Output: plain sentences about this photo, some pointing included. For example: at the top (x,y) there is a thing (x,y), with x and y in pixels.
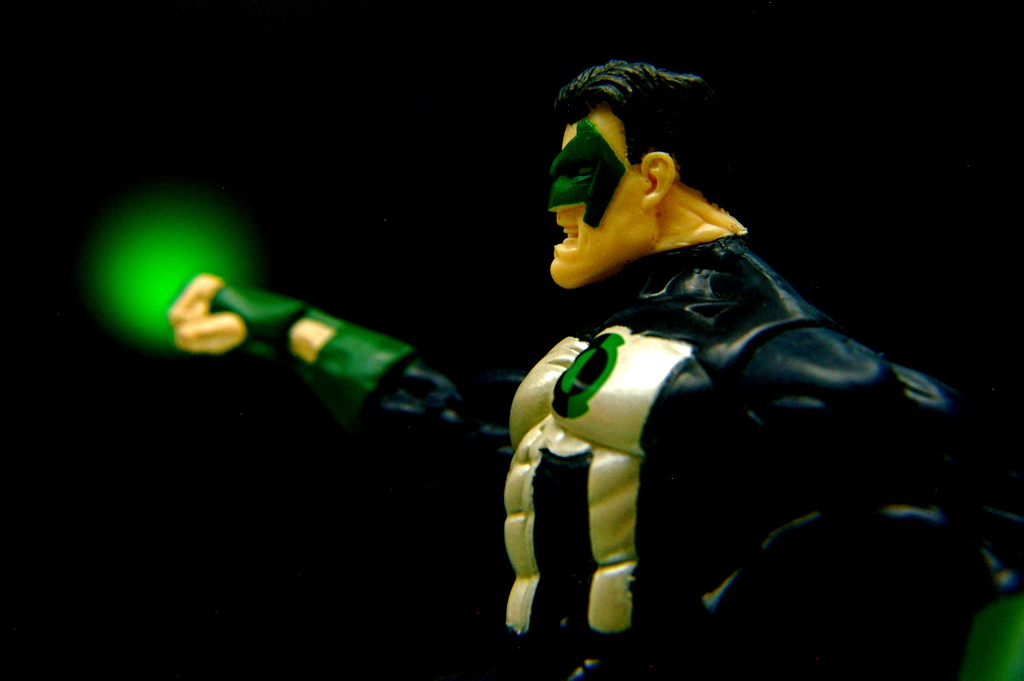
Here we can see a cartoon action figure (634,429). In the background (149,279) we can see a green light (116,266).
